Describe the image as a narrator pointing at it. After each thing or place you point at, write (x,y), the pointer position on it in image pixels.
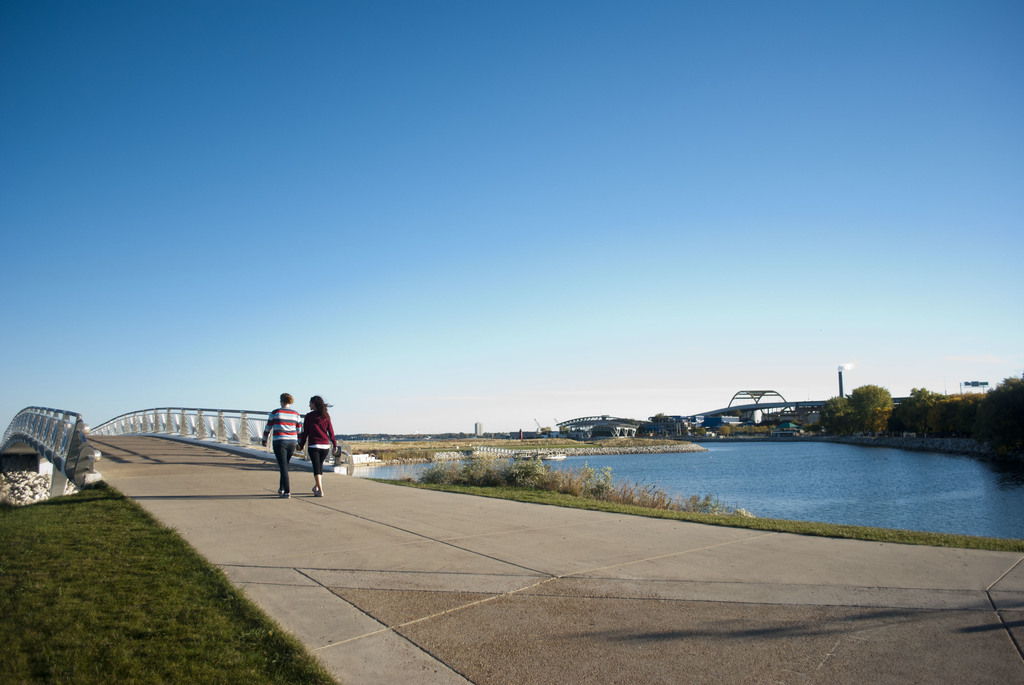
At the bottom of the picture (328,584), we see the pavement (371,553) and the grass (202,610). In the middle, we see two women (313,444) are walking. On the left side (170,421), we see a bridge (59,445) and the rocks (36,473). On the right side (788,529), we see the trees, grass (772,527) and water (833,474). This water (767,486) might be in the lake (792,494). There are trees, buildings (609,419) and poles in the background (599,427). At the top (342,191), we see the sky (321,215), which is blue in color.
